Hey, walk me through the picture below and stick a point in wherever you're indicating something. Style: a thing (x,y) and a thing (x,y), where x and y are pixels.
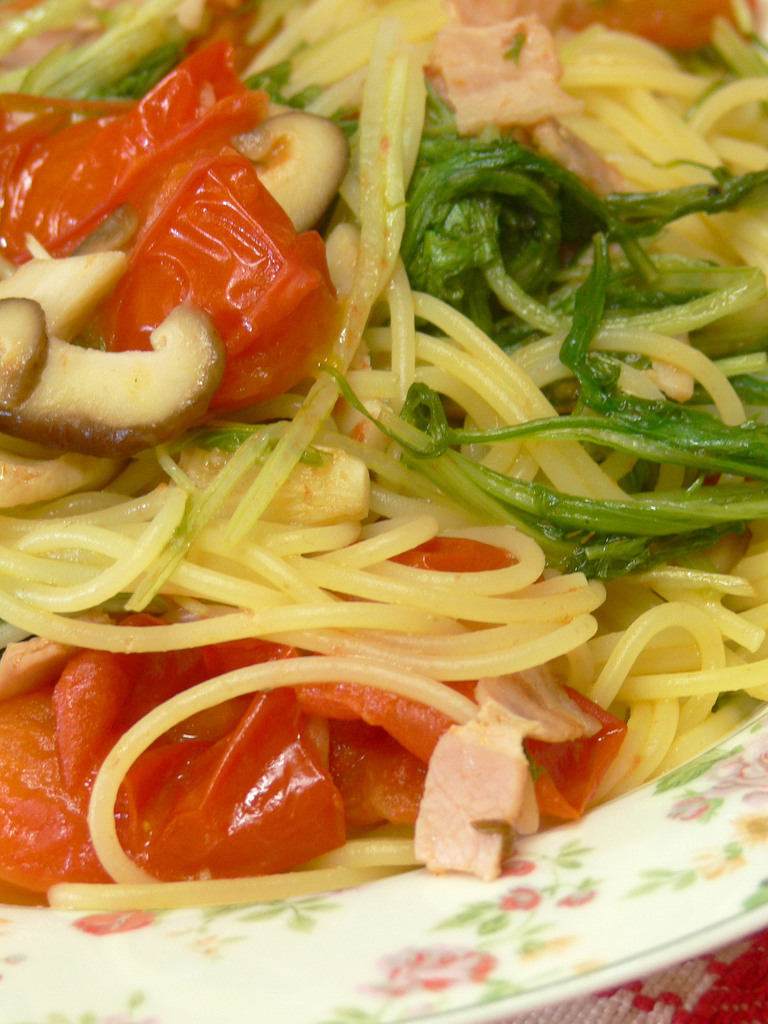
In this image there is some food item (349,483) in a bowl (609,839) or a plate (573,881).
